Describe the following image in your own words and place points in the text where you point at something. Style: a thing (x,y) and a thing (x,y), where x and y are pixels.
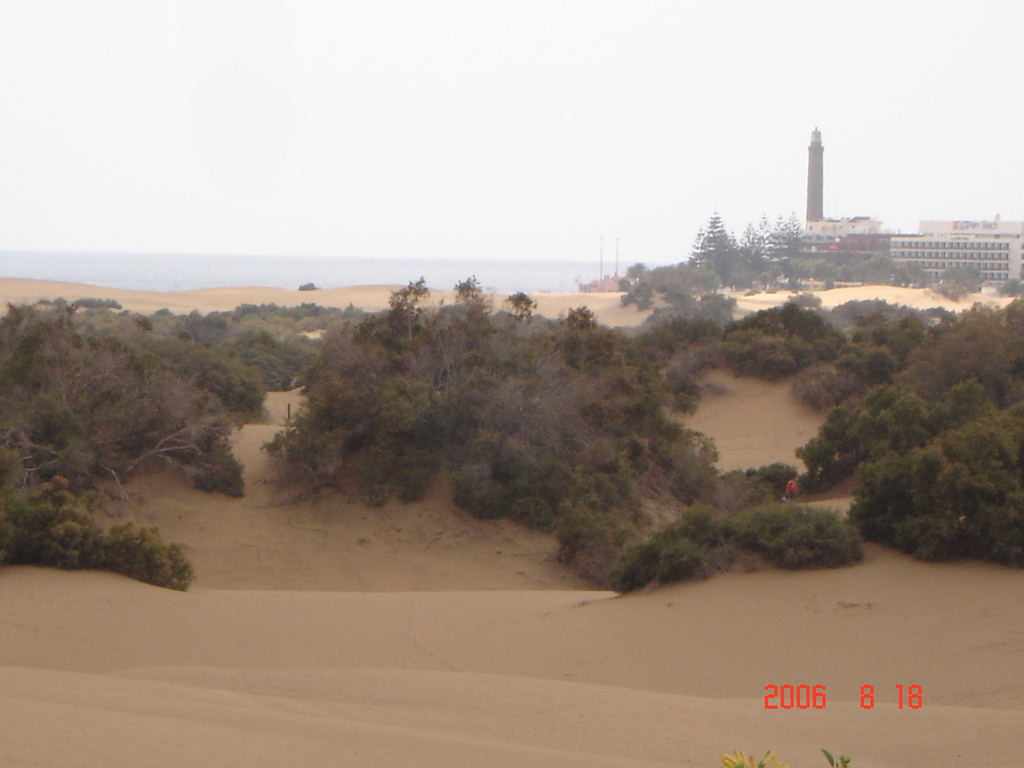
In the picture I can see trees (539,437). In the background (918,250) I can see buildings (825,250) and the sky (378,113). On the bottom right side of the image (781,693) I can see a watermark (842,699).
